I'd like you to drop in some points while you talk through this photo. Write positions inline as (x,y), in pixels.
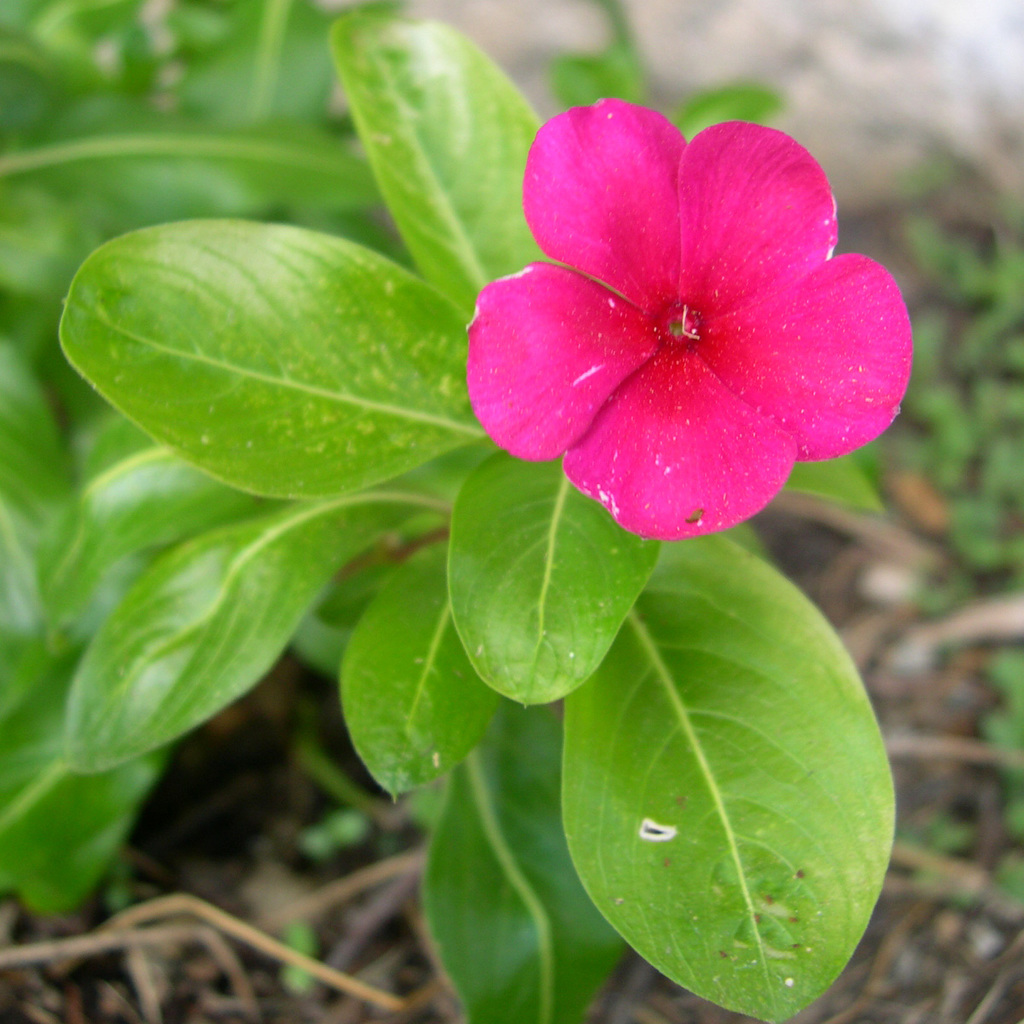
In this image there is a flower (611,476) and there is a plant (581,582) in the front (515,456) and the background (906,514) is blurry.
